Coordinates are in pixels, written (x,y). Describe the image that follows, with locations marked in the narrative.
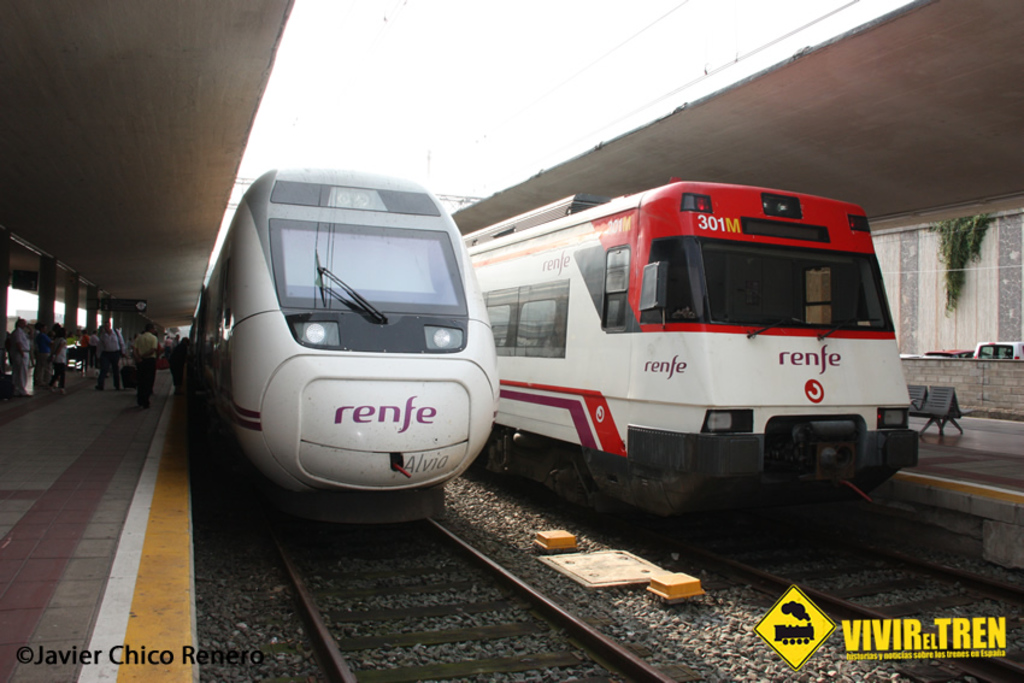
In the center of the image (504,290) we can see trains (438,350) on the railway tracks (490,609). On the left side of the image (45,358) we can see persons (56,351) on the platform (69,469). On the right side of the image (997,504) we can see chairs (917,405), platform (985,464) and vehicle (1003,355). In the background (548,81) there is sky (435,57).
